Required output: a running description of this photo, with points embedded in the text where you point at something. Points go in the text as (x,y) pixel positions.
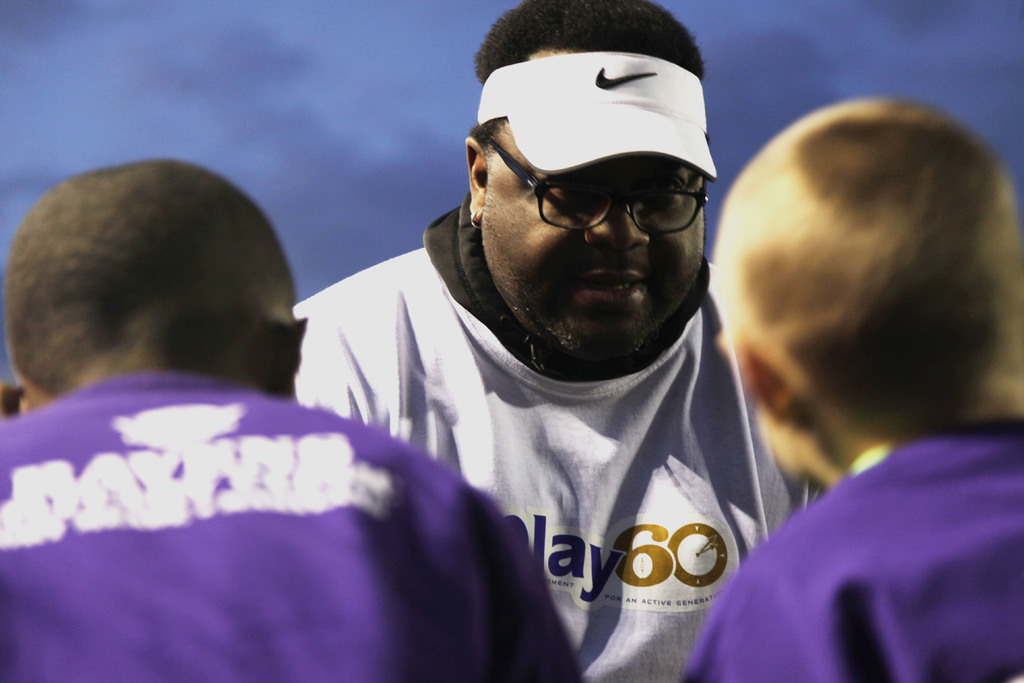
In this image we can see three persons (656,488). There are two persons (970,570) wearing purple colored clothes (864,572) and some text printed on it. A person (600,486) is wearing a white colored T-shirt (600,482) and some text (632,541) printed on it. A person (593,132) is wearing a cap (602,152) in the image.
